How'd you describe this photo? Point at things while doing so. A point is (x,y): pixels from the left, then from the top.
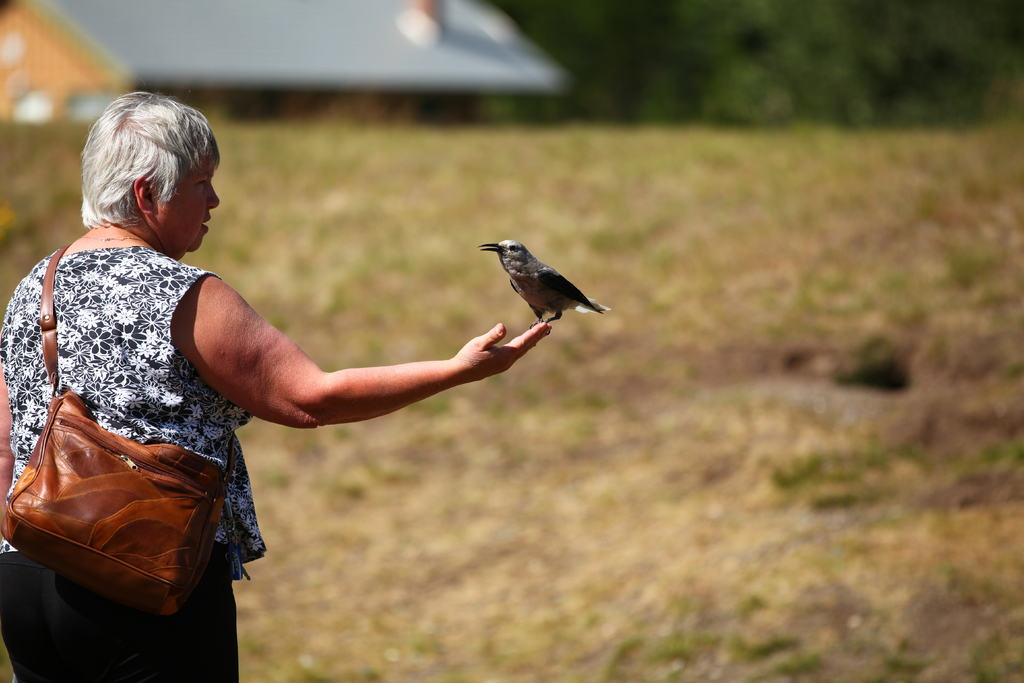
In this picture we can see a woman (32,659) standing on the ground (678,578). And there is a bird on her hand (473,362). And she is carrying her bag (149,515).
